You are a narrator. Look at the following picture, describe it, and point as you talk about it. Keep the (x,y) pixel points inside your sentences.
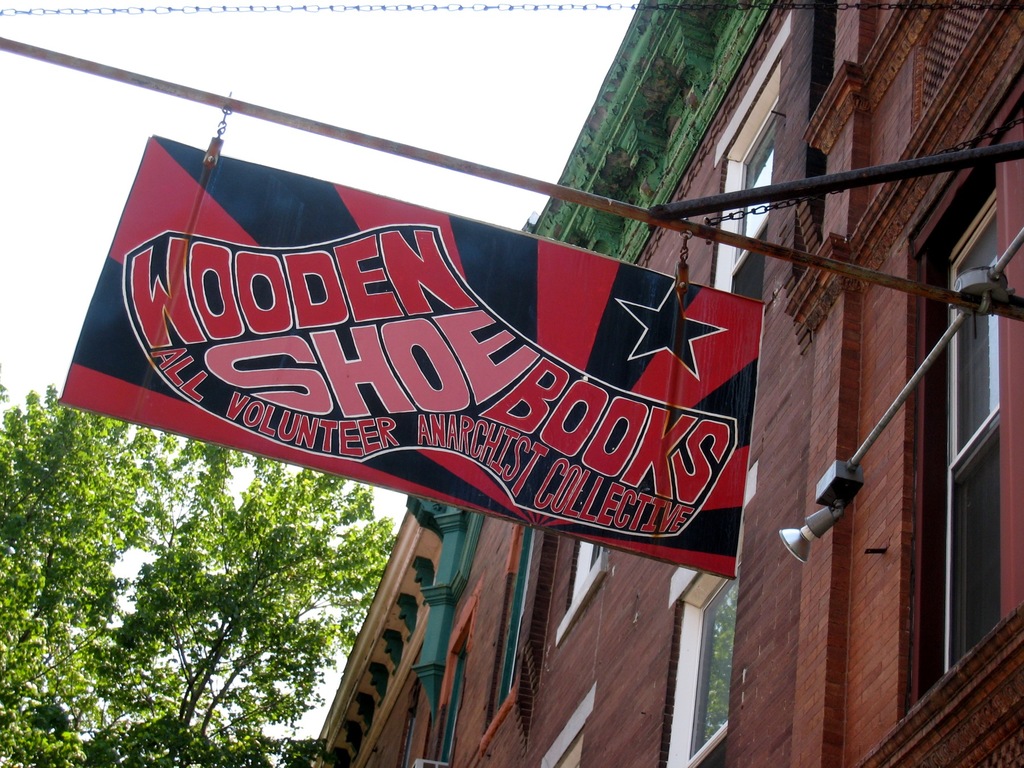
In this image I can see a building (646,666), windows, a red colour board (418,379), few trees (219,600) and here on this board (360,395) I can see something is written. I can also see a light (784,545) over here.
